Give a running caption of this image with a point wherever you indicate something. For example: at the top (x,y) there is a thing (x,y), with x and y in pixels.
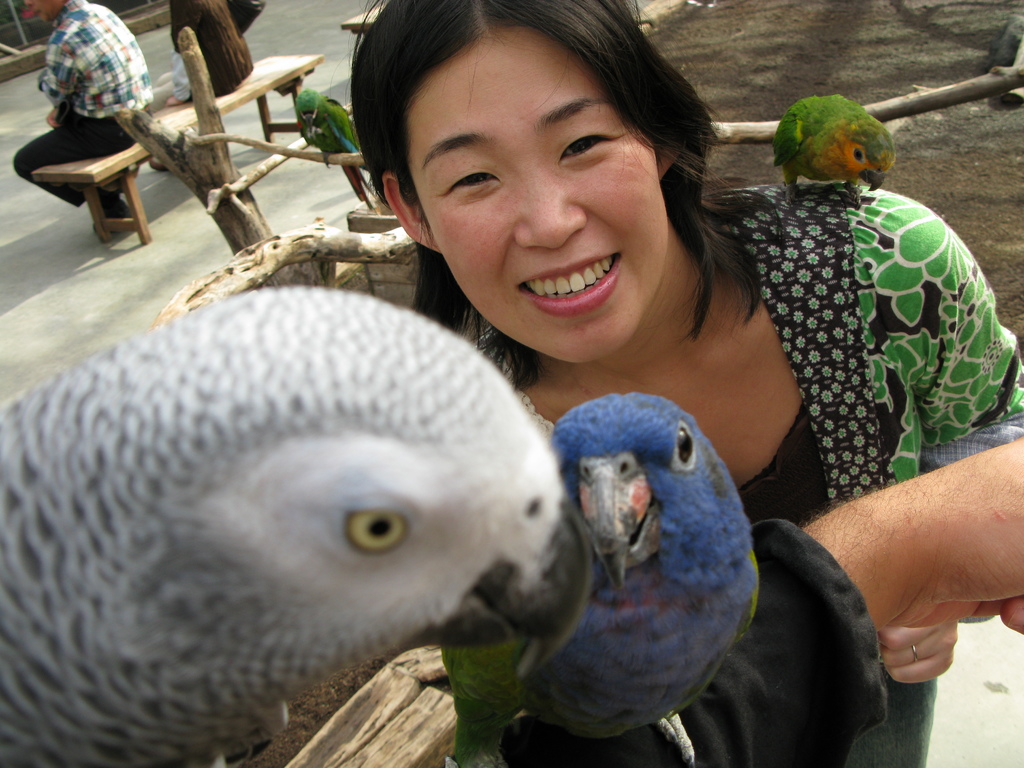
In this image we can see a few birds (296,428) and also we can see the three persons (459,313), among them, two persons (114,105) are sitting on the bench (183,118), there is a tree trunk (156,129) and some wood (350,241).
